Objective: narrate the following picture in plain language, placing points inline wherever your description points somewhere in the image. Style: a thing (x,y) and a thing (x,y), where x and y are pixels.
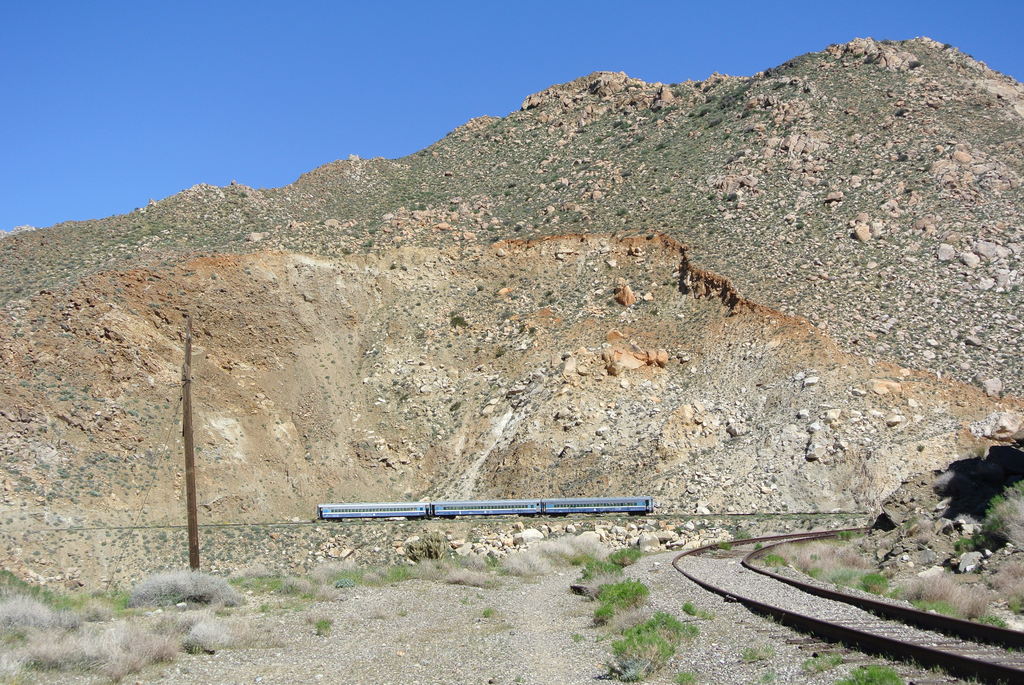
In this image, we can see a train (549,516). We can see the ground (320,585) covered with grass (590,558) and some stones (720,652). We can also see the track (743,514). There are a few hills (177,310). We can also see a pole (190,506) on the left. We can see the sky (354,76).
